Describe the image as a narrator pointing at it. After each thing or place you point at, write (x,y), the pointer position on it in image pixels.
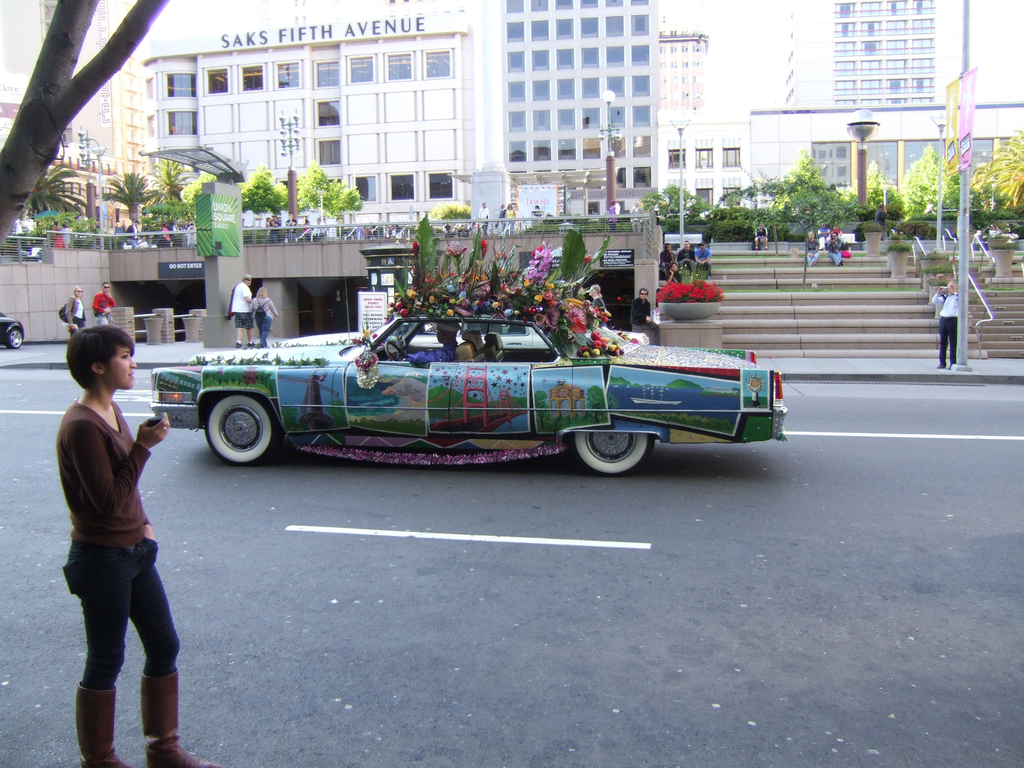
In this image i can see a woman (132,507) standing on the road (172,547) at the background (432,419) i can see a car (414,419), a person (443,349) in the car (439,404), a building (447,121) and a sky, a tree (44,71).
